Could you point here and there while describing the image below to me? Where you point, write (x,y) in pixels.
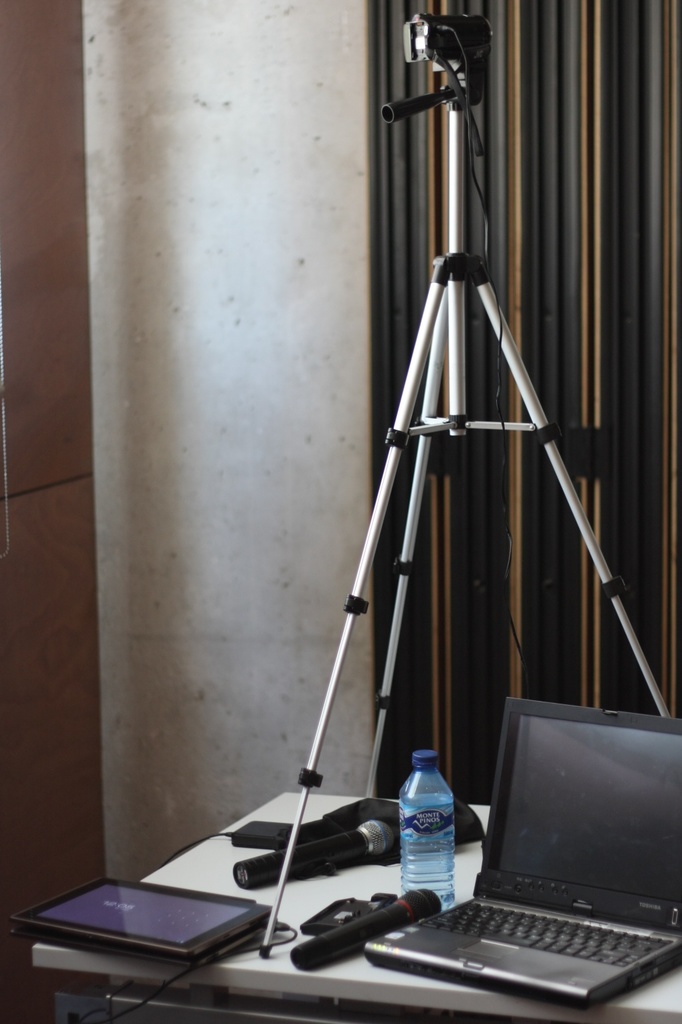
This image consists of a camera stand (508,334) in the middle (453,405). it is placed on a table (276,1018) which is in the bottom (674,1023). On the table (295,795) there is a mic (309,868), iPad (202,892), water bottle (430,788) and laptop (601,868). Behind the camera stand (469,264) there is a curtain (528,337).
